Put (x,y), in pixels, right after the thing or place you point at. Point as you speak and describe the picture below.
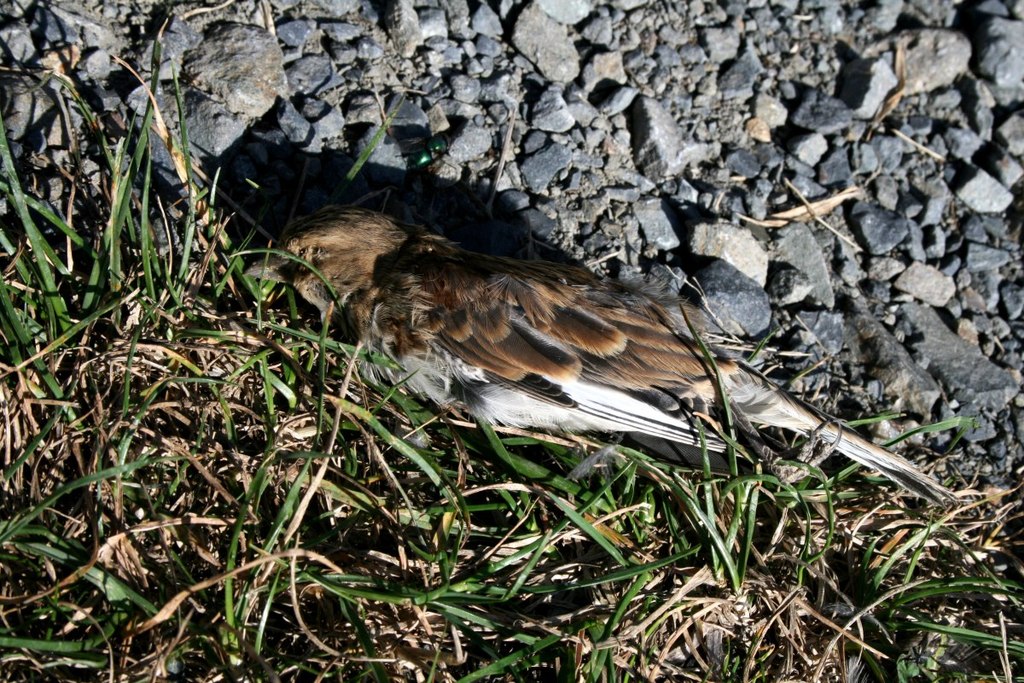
In this picture, we can see a bird (491,282) on the ground (441,437), we can see some grass (261,314), stones (564,213) on the ground (625,173).
